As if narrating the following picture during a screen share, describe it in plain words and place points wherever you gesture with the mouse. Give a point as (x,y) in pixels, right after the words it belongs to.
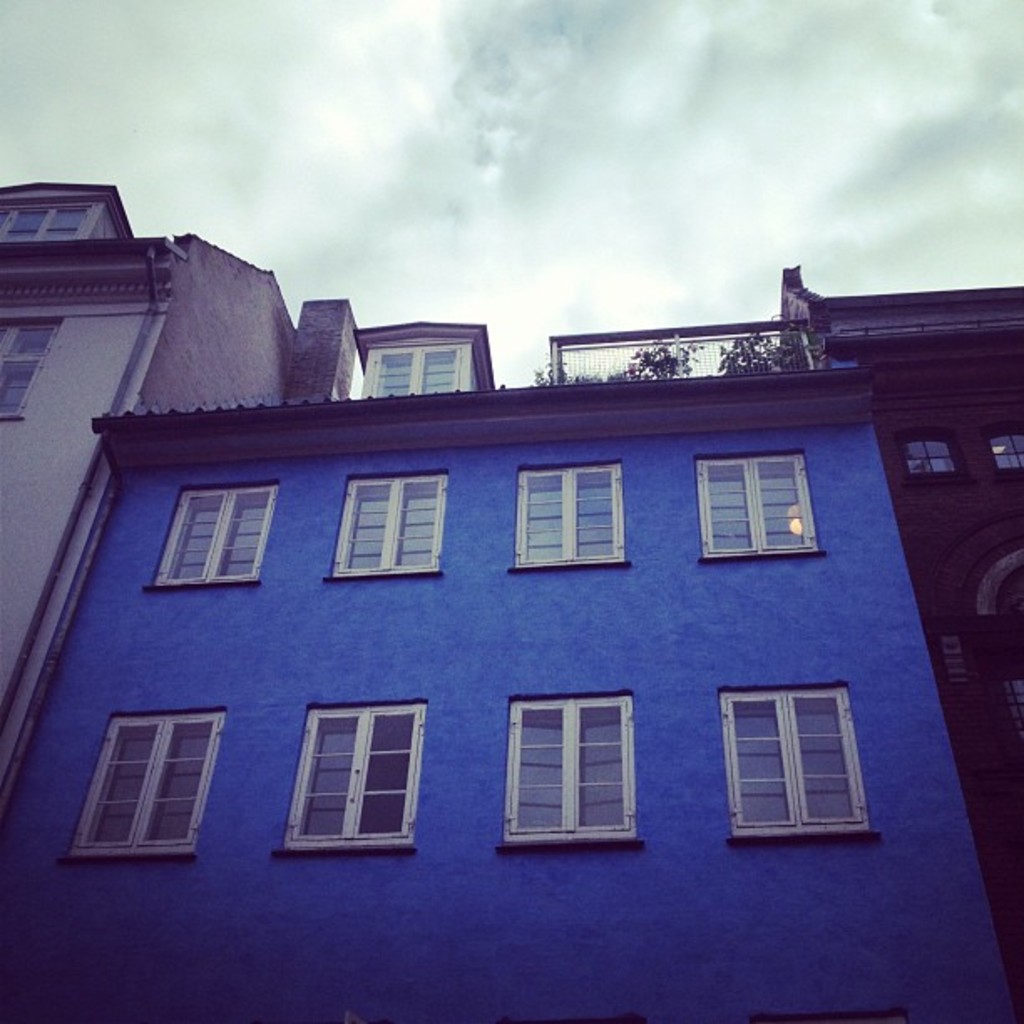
In this image there are buildings (837,534) and we can see plants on the buildings (854,545). At the top (741,200) there is sky (590,200).
